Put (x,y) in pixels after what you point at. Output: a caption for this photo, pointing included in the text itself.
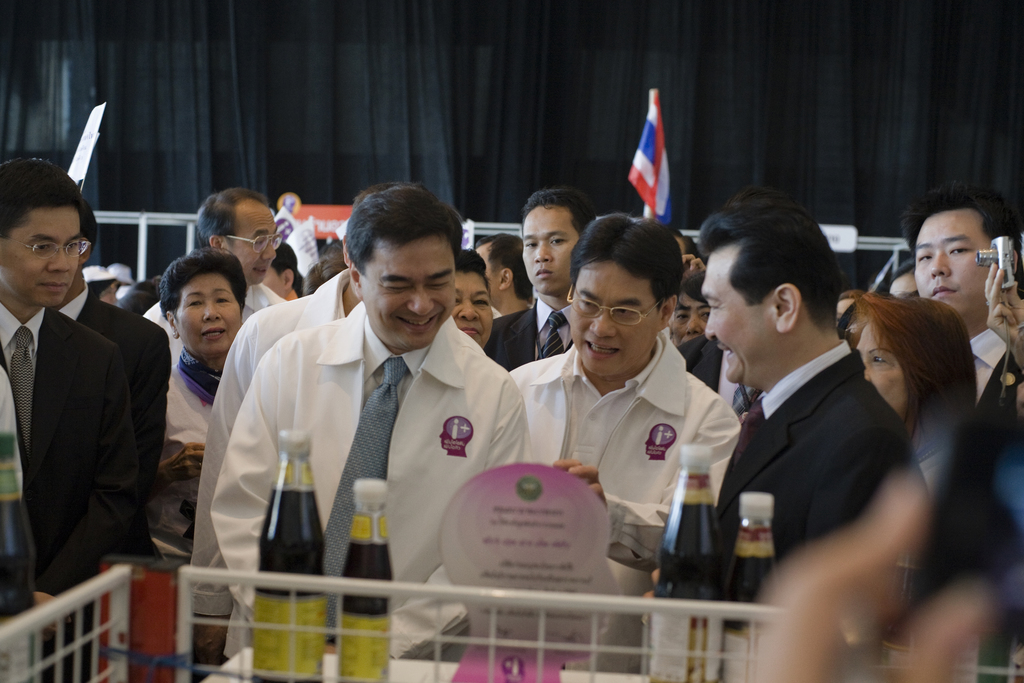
In this picture a group of people (517,421) are standing. Here I can see some bottles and other objects (518,626). In the background (650,175) I can see black color curtains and flag (650,175).
